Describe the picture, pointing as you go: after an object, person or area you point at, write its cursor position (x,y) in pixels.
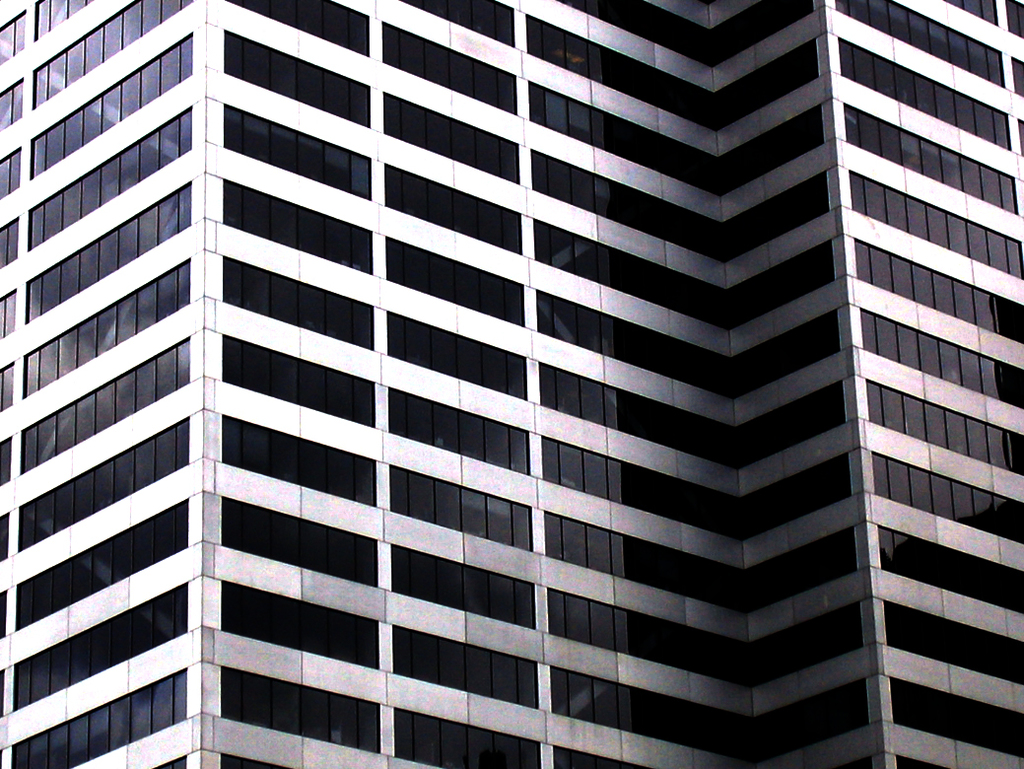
In this picture we can see a building (485,323).
